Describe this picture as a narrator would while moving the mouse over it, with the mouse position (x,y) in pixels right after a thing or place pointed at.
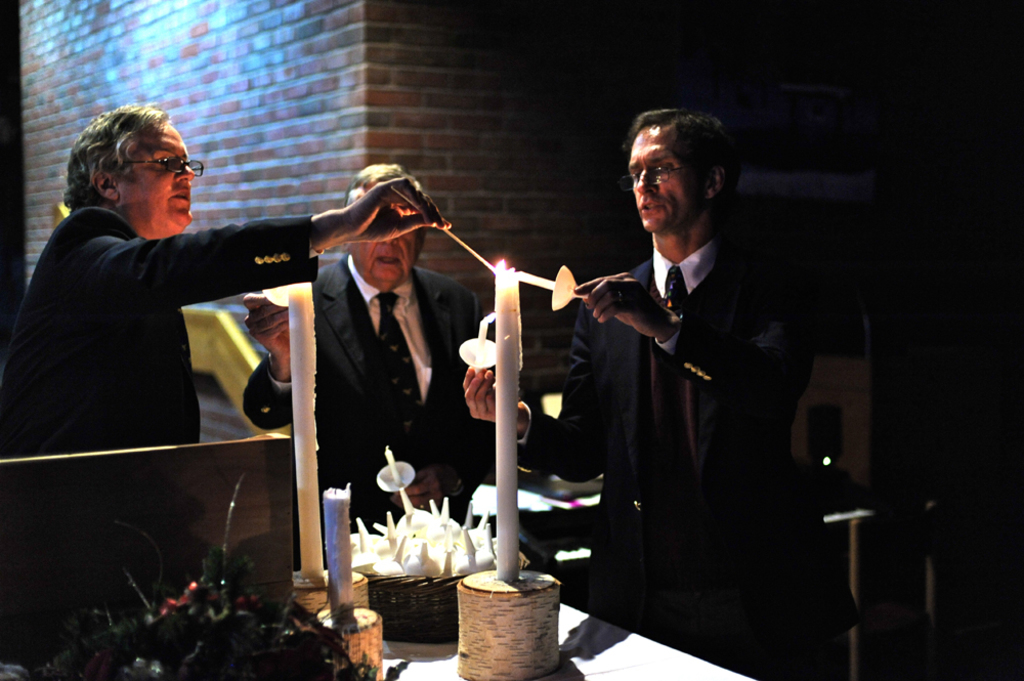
In this picture I can observe three men (416,312). All of them are wearing coats (447,408). Two of them are wearing spectacles (165,160). I can observe candles (329,509) placed on the table (561,658). In the background (471,106) there is a wall (274,94).
